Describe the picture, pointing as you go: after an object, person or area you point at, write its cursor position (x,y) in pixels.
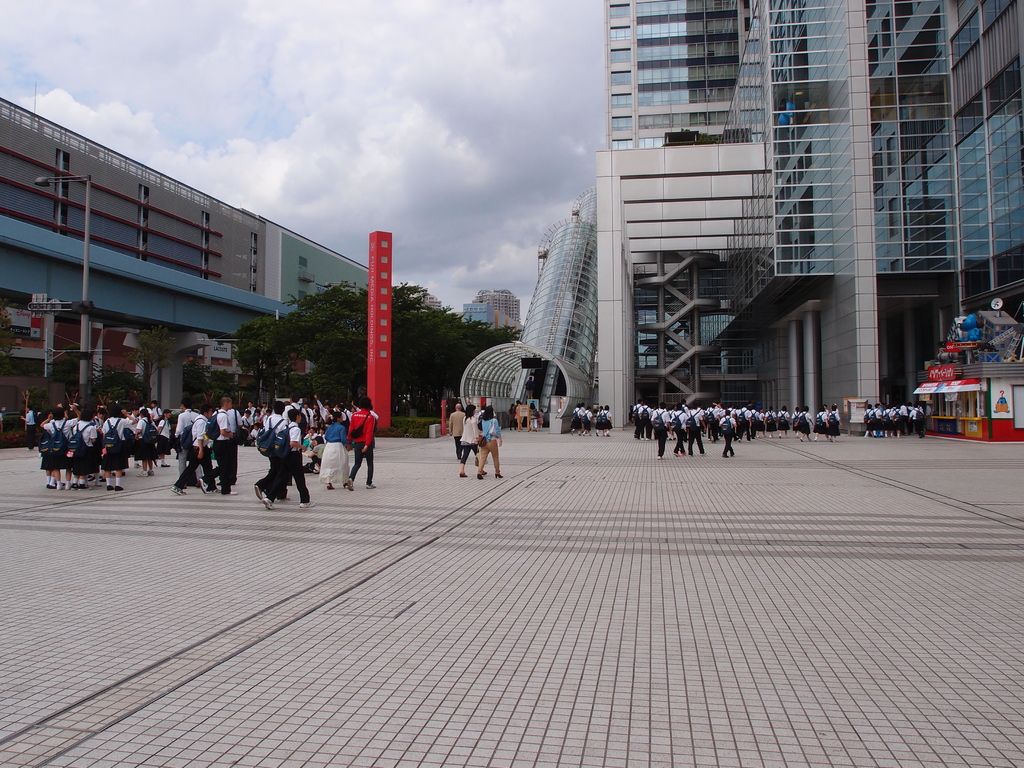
In this image we can see people (650,428), trees (424,378), pole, plants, and buildings (573,306). In the background (602,58) there is sky (503,129) with clouds (497,207).
